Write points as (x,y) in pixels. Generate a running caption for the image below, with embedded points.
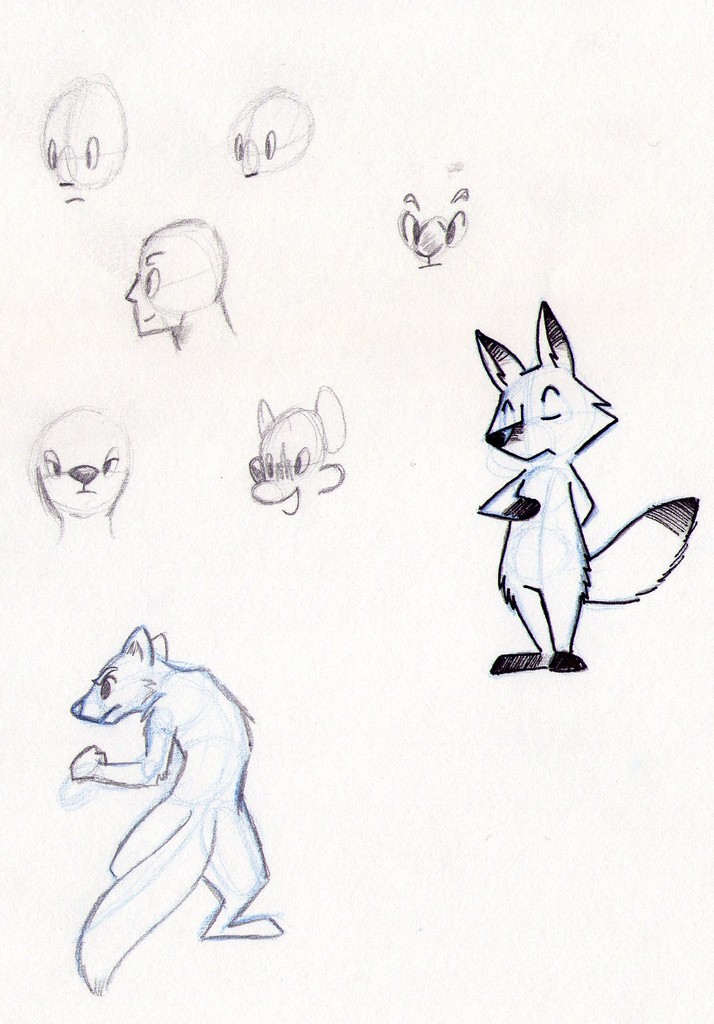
This image consists of a white color paper (438,554) on which I can see some drawings (538,456) of animals (509,488).
